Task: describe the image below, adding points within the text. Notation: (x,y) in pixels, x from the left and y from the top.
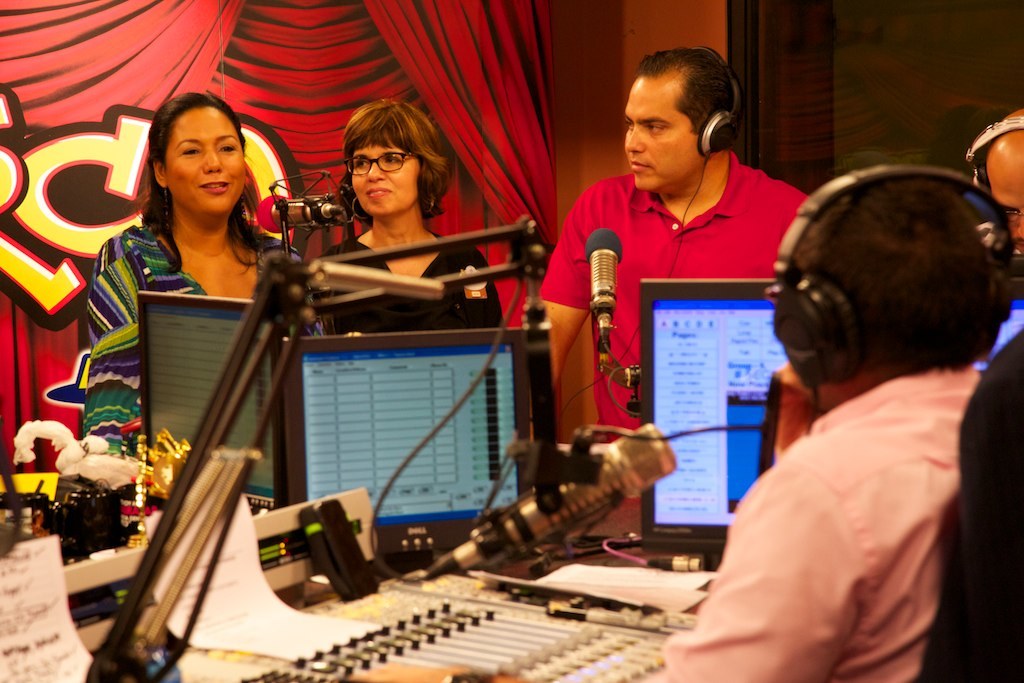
In the image there are stands (413,289) with mics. And also there is a machine (285,545) and there are few monitors (426,405). There are few people (1005,167) with headsets (984,167). In the background (272,152) there is a poster (237,96) with image (210,68) and something (86,157) written on it.
